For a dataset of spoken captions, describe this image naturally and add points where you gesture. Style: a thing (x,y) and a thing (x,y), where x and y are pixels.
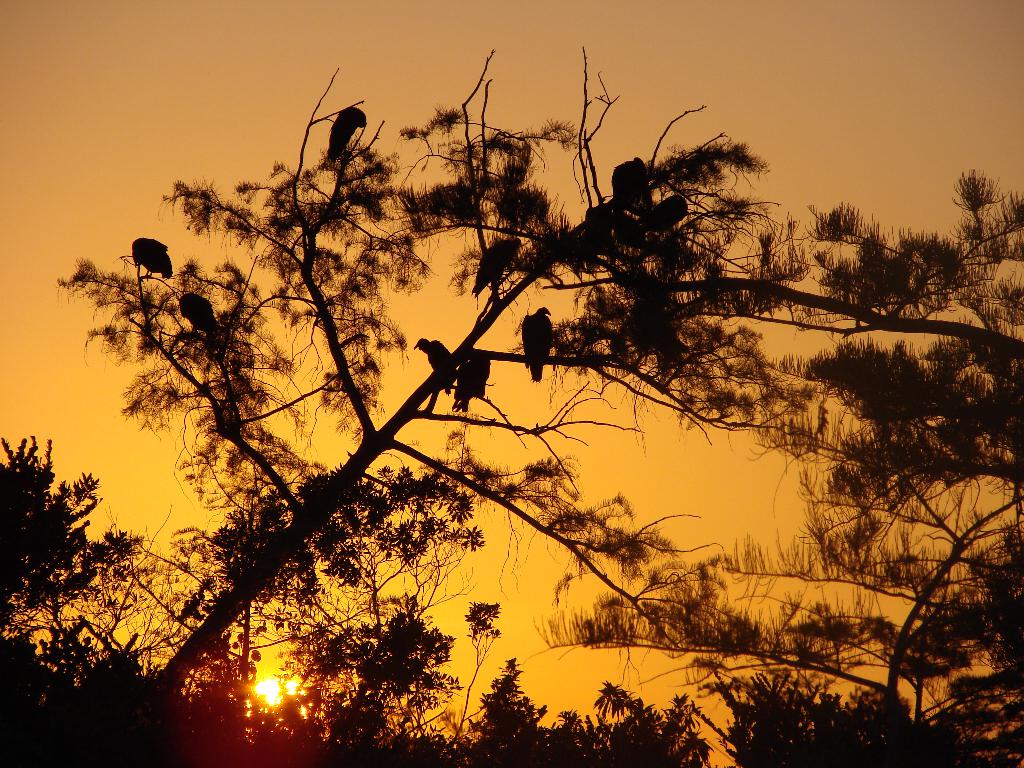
In this image there are birds (454,408) on the tree (466,420). Background (948,722) there are trees (555,642). Behind there is sky (405,305), having the sun (277,694).
